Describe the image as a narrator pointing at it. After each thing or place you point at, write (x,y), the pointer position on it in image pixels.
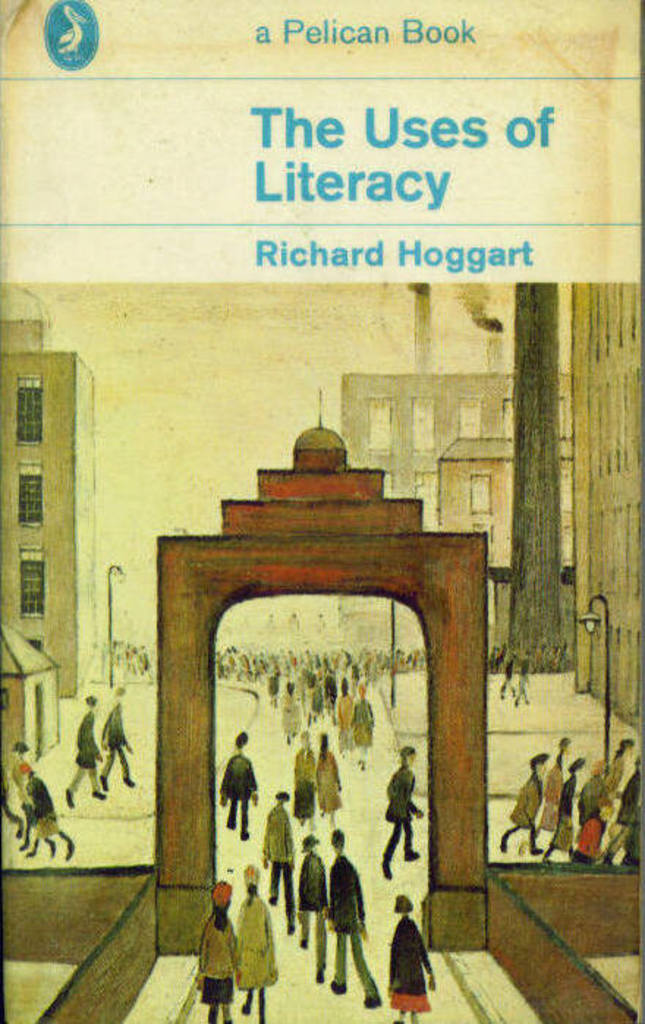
In this image we can see a poster (241,305), at the top of the image (328,161) we can see some text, there are few people (231,829), poles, lights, buildings (349,628), wall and an arch (375,565).
